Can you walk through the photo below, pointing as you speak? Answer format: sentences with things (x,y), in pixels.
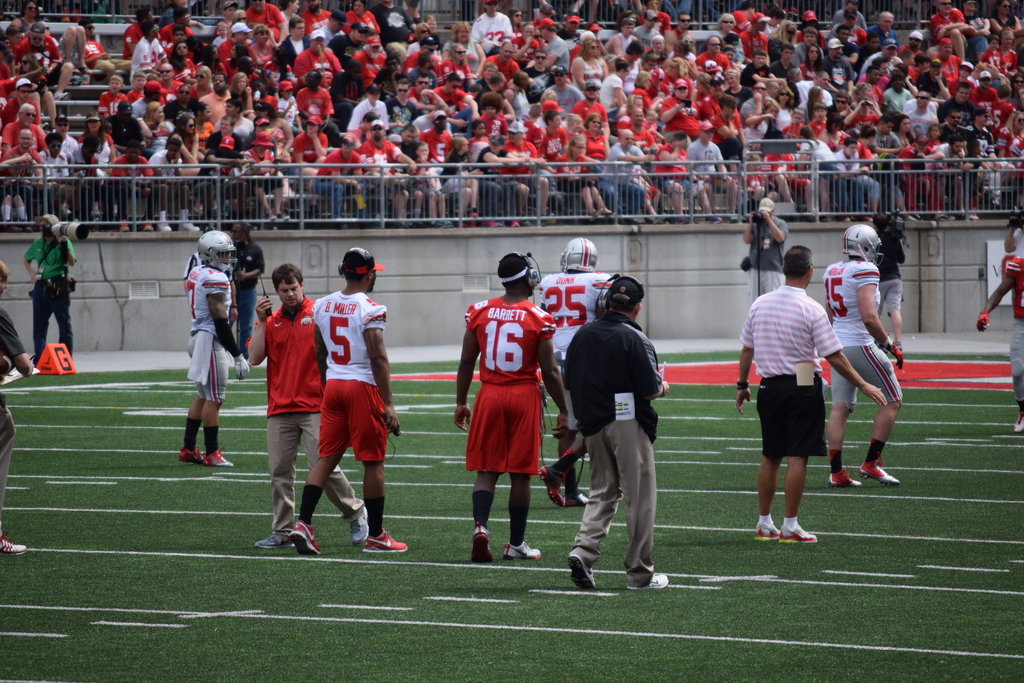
In this picture we can see there are some people (359,388) walking and some people (212,302) are standing. There are three people (64,297) holding the cameras (74,228) and behind the people (291,282) there is iron fence (637,211) and some people (512,71) are sitting.
